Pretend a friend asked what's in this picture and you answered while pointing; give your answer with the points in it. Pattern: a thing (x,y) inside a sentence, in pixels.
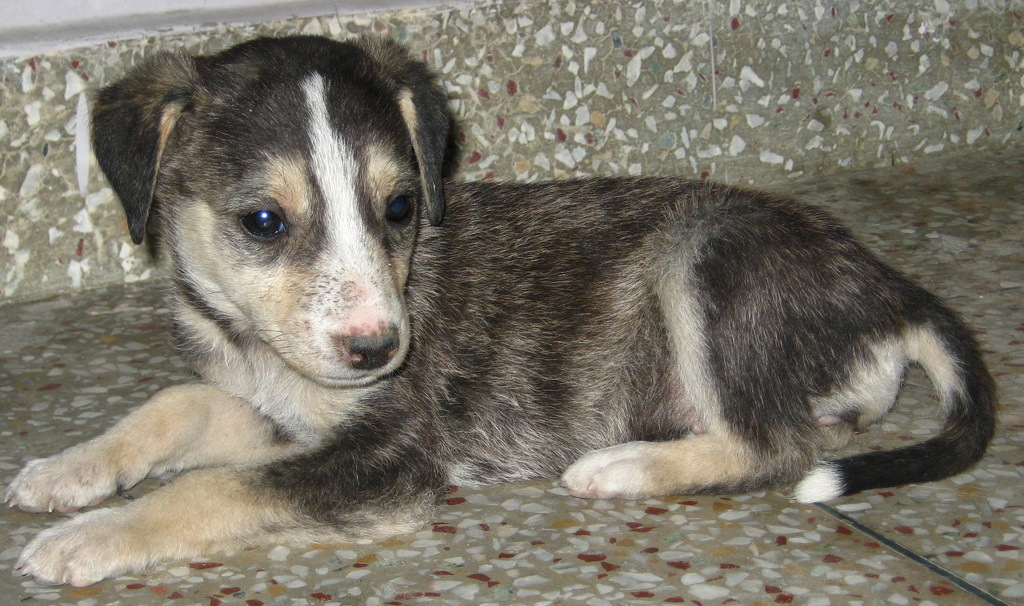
In the image there is a puppy (565,282) which is in black and light brown color. It is sitting on the floor (751,532).
